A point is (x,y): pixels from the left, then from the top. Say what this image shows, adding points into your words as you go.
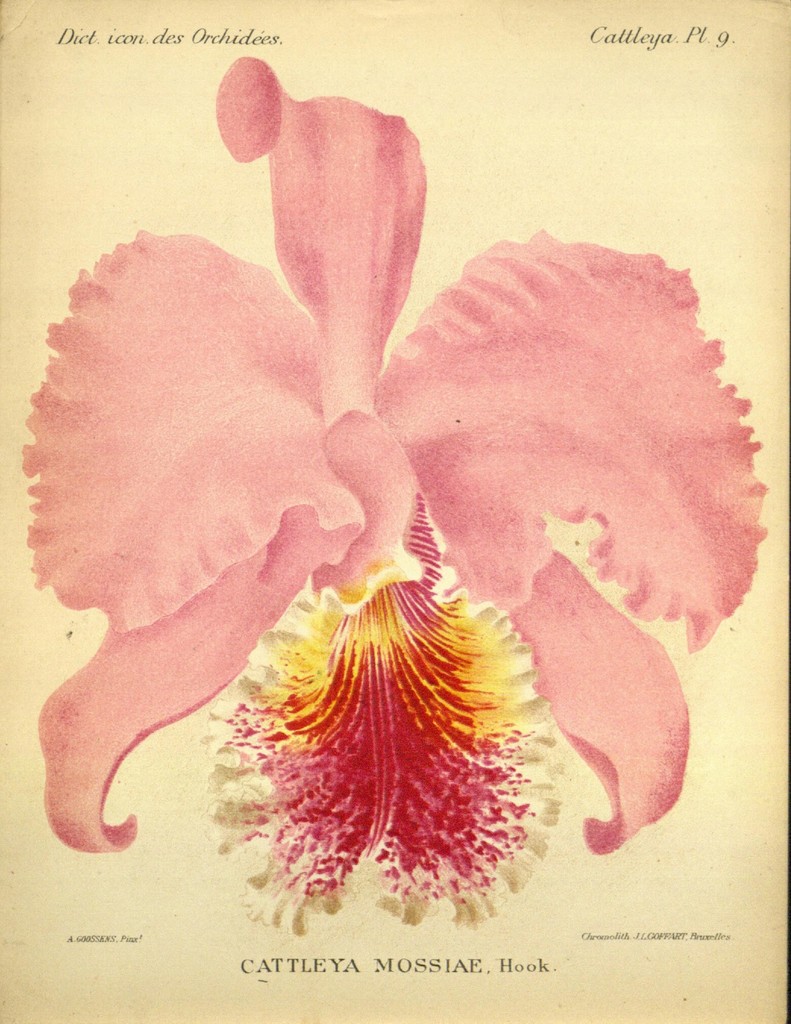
In this image we can see a picture (315,673) of a flower (443,675) on a paper (642,850).
